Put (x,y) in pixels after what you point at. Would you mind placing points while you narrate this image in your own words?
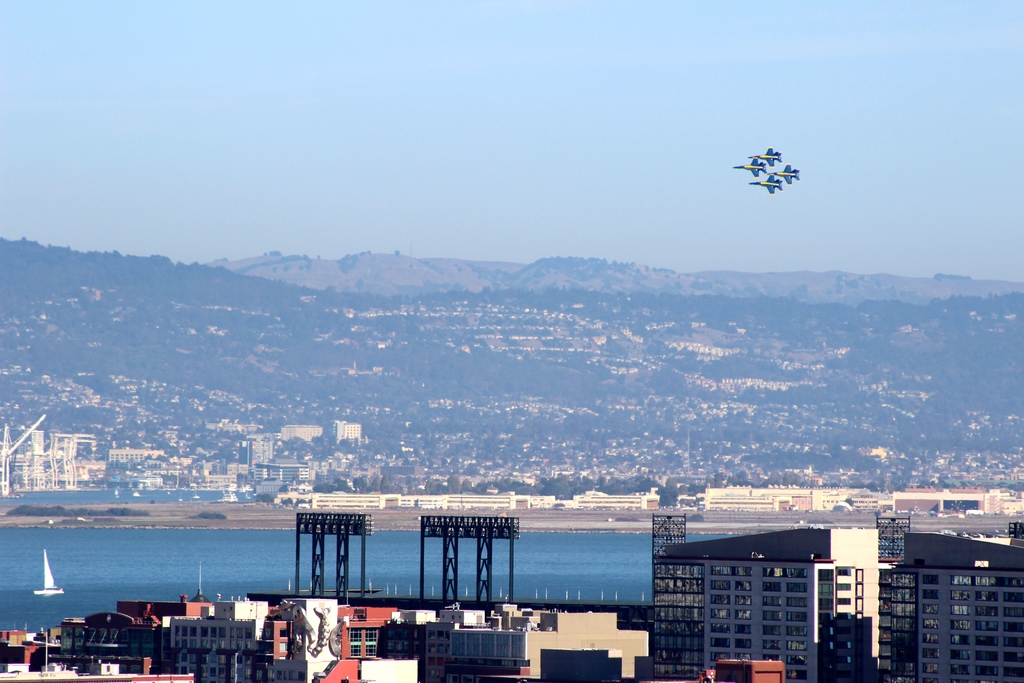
In the image in the foreground (462,608) there are building (653,586). In the middle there is water body (106,577). In the background (297,461) there are hills (731,341), buildings (128,455), trees (363,380). In the sky (486,137) four airplanes (768,165) are flying. The sky (300,94) is clear.
